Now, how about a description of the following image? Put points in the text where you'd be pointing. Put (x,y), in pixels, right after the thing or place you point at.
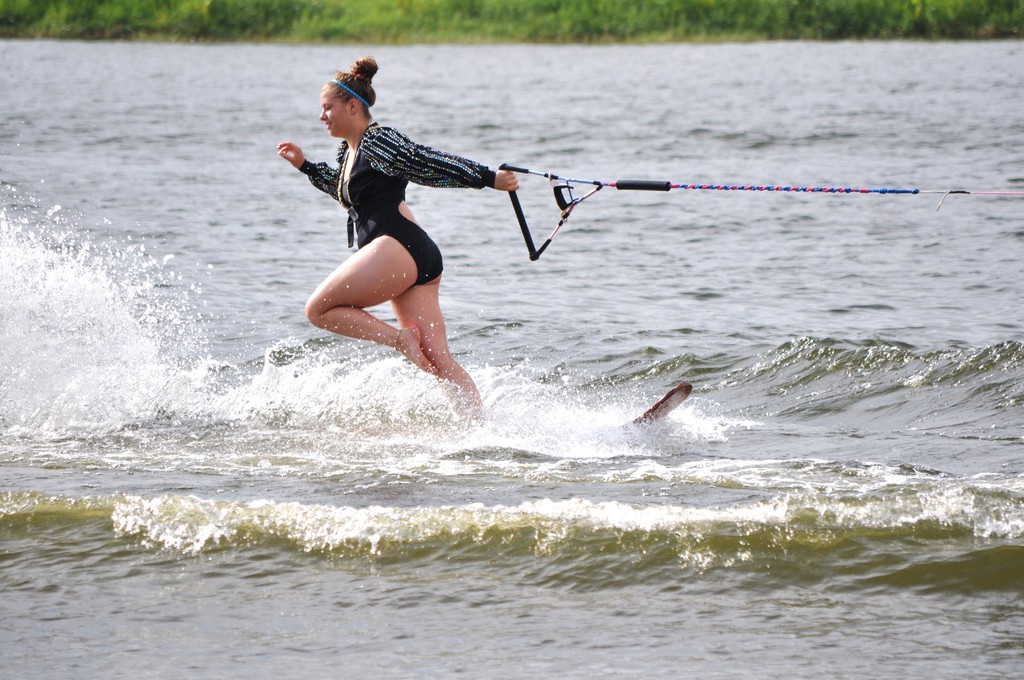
In this picture we can see a woman (384,277) wakeboarding, at the bottom (573,572) there is water (622,538), we can see some plants (376,33) in the background (463,33).
